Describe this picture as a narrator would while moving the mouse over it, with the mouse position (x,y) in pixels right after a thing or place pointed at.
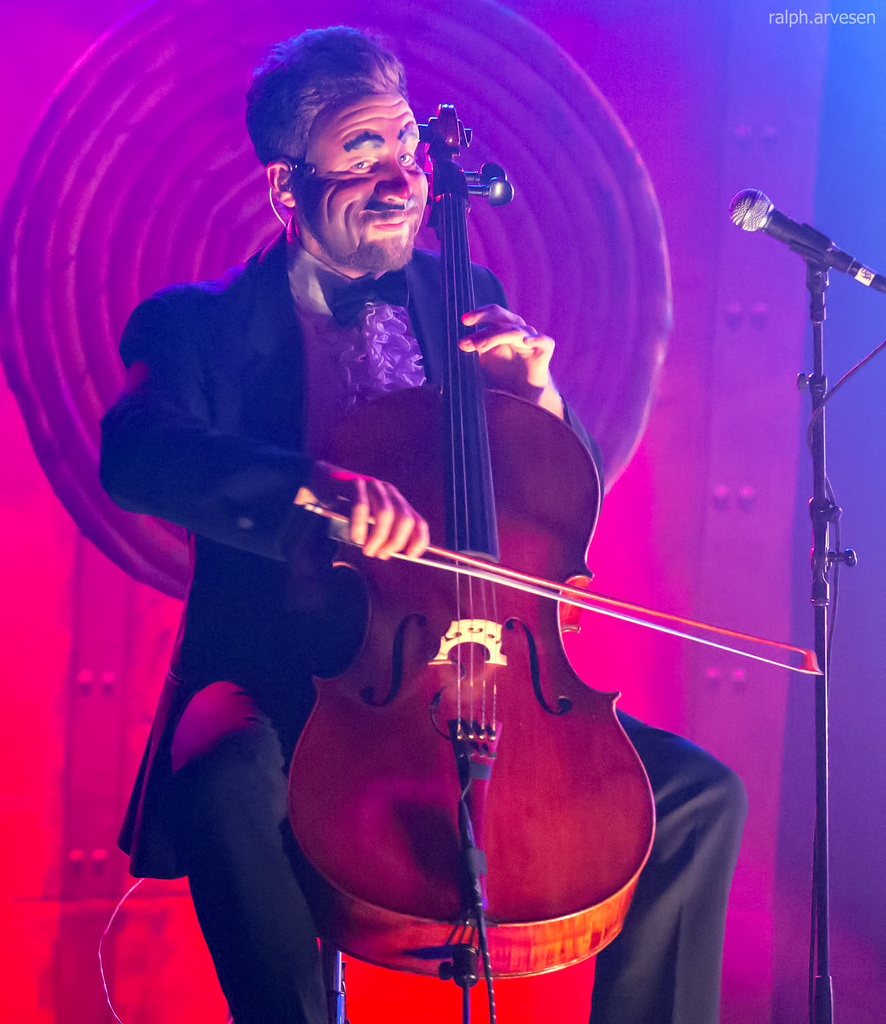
In this image, we can see a person (406,270) wearing clothes (272,289) and playing musical instrument (469,435). There is a mic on the right side of the image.
